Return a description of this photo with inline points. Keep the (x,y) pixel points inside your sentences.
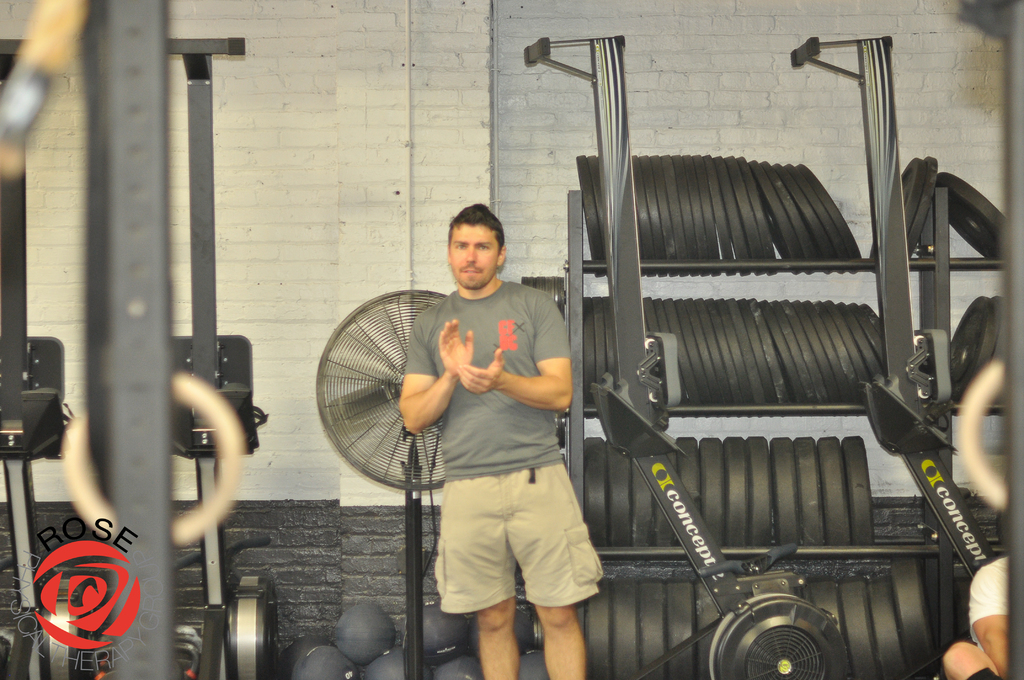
In this picture there is a man (574,538) standing in the gym (471,628). Behind there is a black color weightlifting plates (728,318) and some bodybuilding machines (212,590). In the background (391,85) there is a white color brick wall (221,308).
